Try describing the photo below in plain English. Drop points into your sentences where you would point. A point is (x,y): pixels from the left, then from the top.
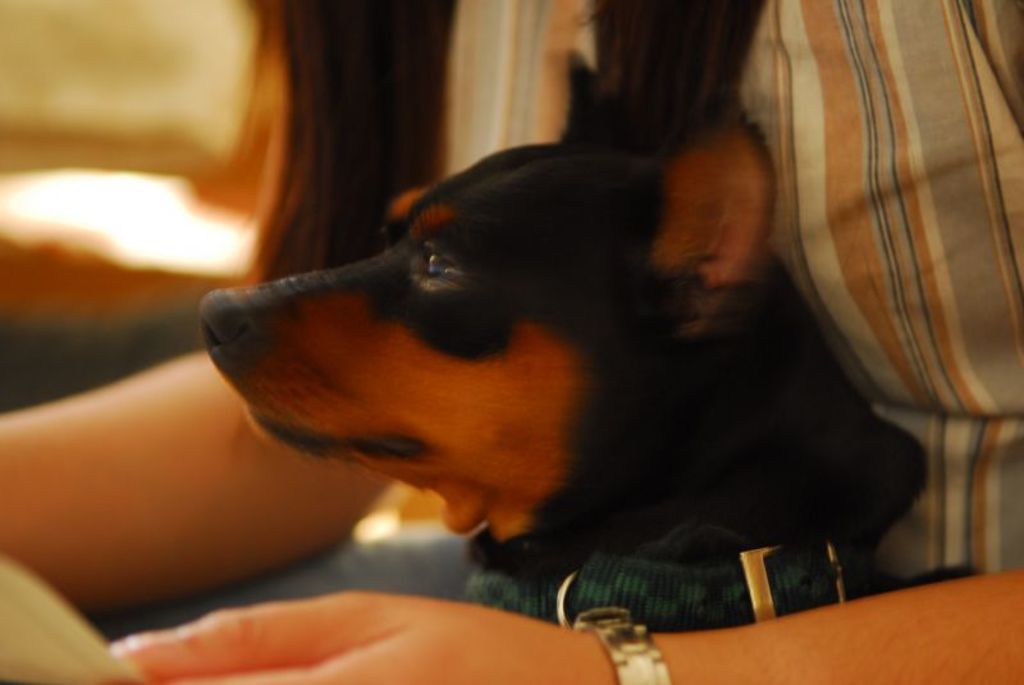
In this picture we can see a woman (851,84) and a dog (462,408).
